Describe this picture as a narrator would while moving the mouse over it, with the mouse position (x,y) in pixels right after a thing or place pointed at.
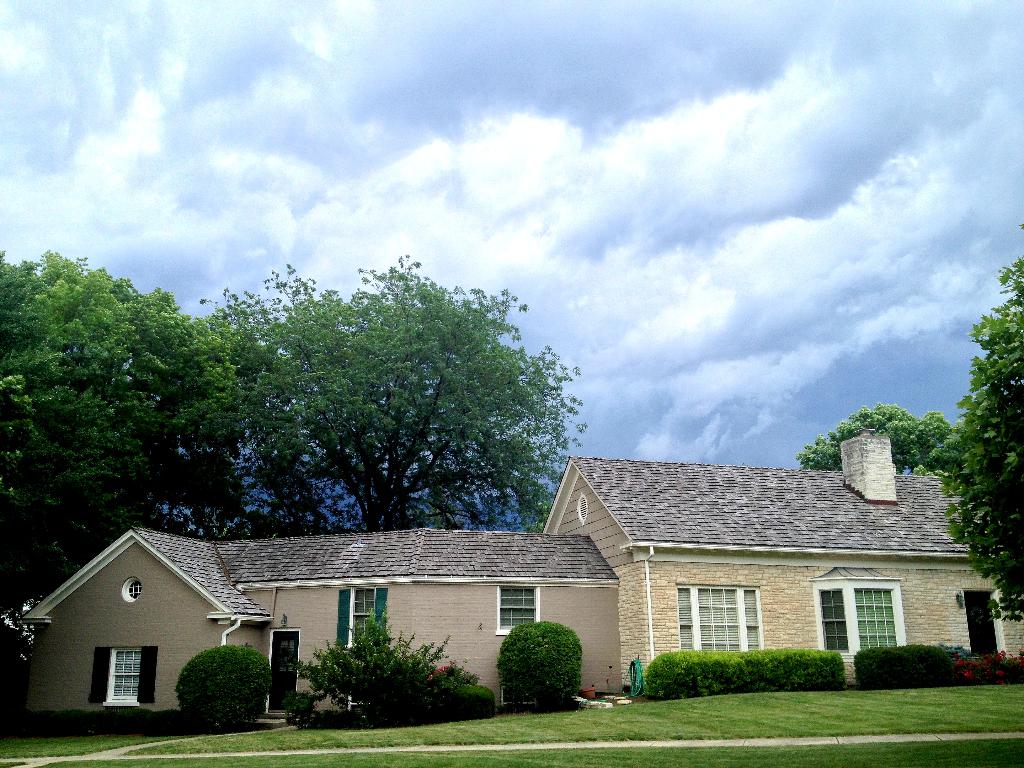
In this image we can see there are trees (435,446), houses (650,541), plants (711,677), bushes (715,690) and grass (688,732). In the background (627,241) we can see cloudy sky (594,225).
